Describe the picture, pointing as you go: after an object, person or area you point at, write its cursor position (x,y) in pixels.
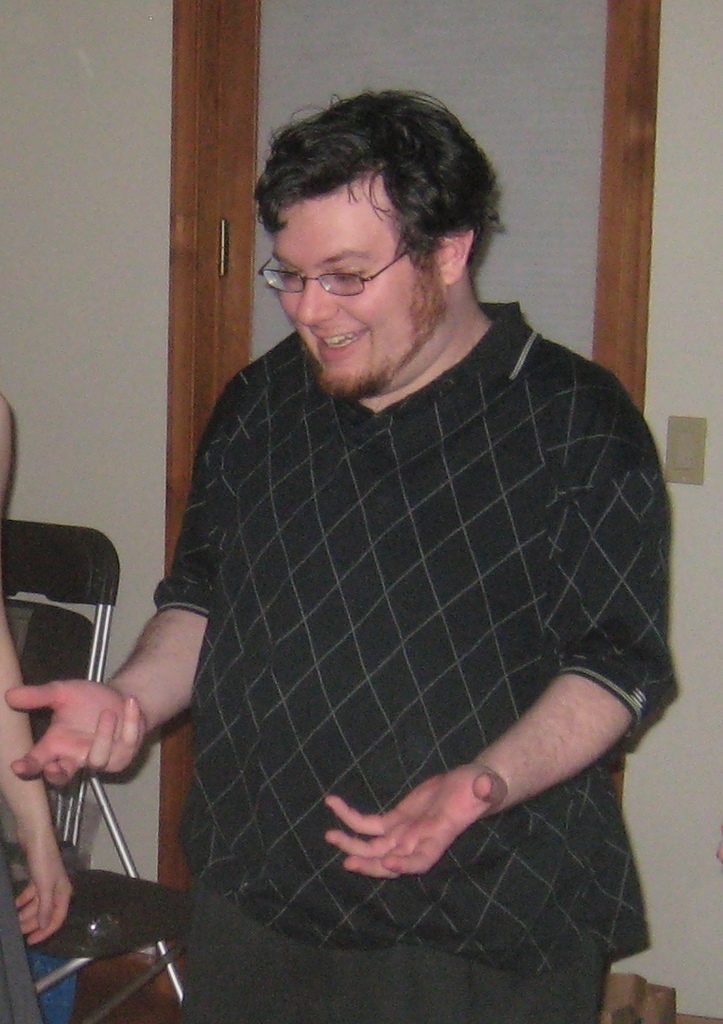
In this image the person (347,402) is standing and smiling. There is a chair (101,948).
